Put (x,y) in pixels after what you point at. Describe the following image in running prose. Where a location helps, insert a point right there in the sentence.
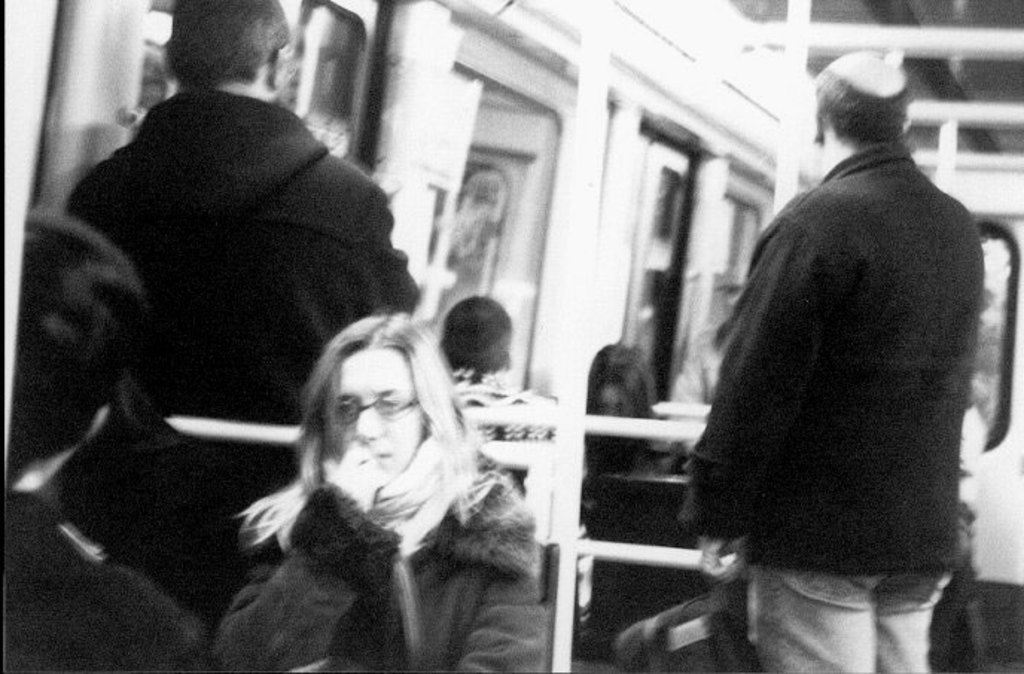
This is a black and white image. This picture is an inside view of a vehicle (695,272). In this picture we can see some persons (339,445) are sitting on the seats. On the left (249,92) and right side of the image (930,271) we can see two persons (300,153) are standing. In the background of the image (531,171) we can see the rods (784,91), windows (513,155), door (634,276), roof (740,43).
